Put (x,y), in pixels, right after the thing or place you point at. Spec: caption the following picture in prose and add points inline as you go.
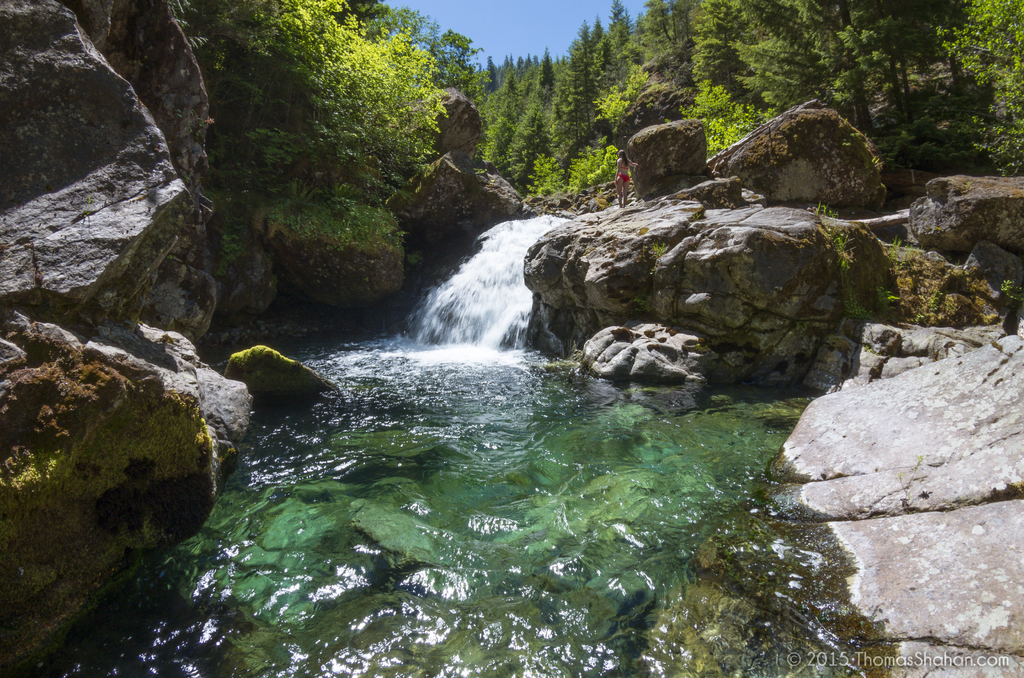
In this image I can see few rocks (960,216), water (486,334) and trees (728,8). I can see a person (627,165) is standing on the rock (632,229). The sky (507,50) is in blue color.
